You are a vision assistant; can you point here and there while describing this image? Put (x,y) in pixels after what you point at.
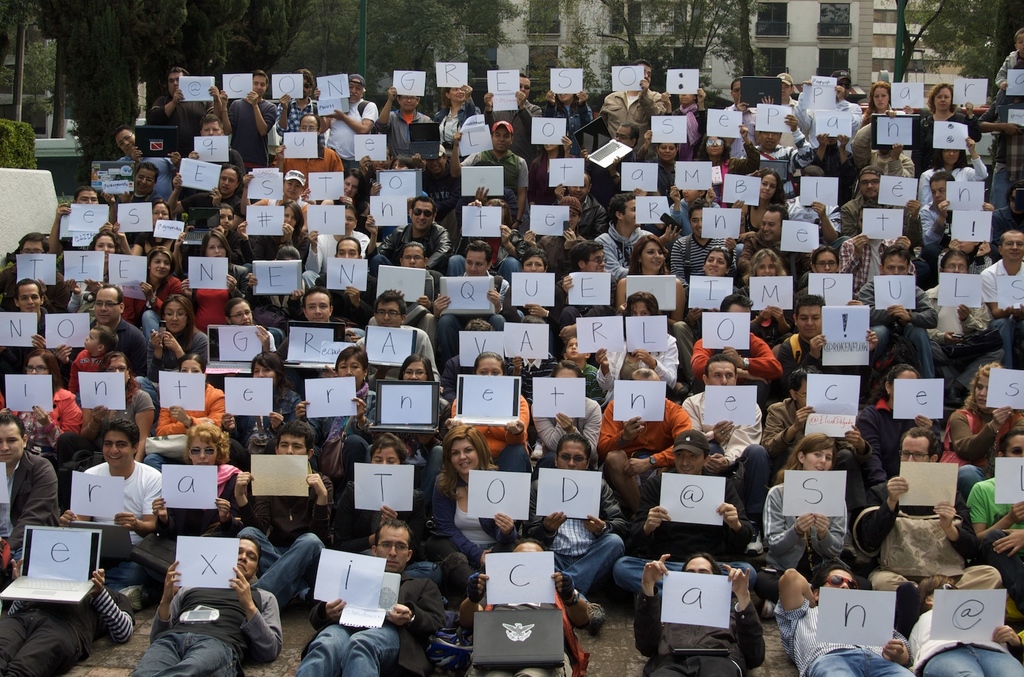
In this image there are a group of people (828,223) who are sitting and at the bottom (186,596) there are some people (759,634) who are lying, and they are holding some placards (397,497) and some of them are holding laptops (522,620). In the background (211,51) there are some trees (954,57) and buildings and poles (19,99).
